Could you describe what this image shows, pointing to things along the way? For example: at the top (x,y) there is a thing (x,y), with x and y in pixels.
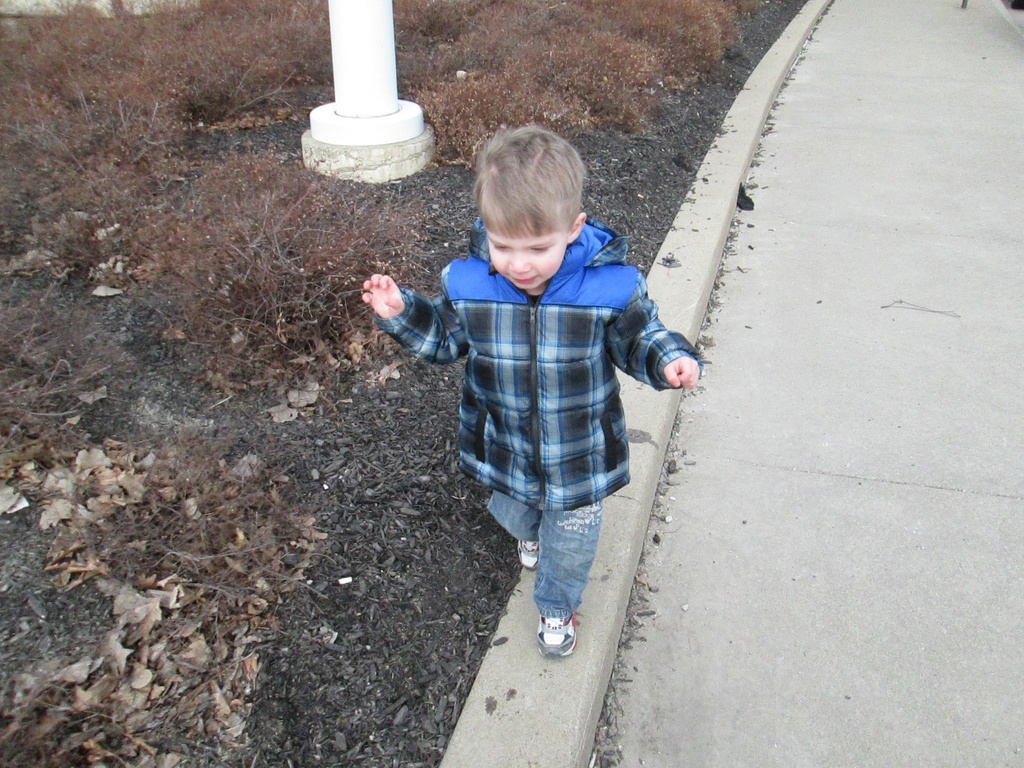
In this picture i can see a boy (548,210) is standing beside a road (888,260). The boy (513,425) is wearing shoes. In the background (502,74) i can see white color pole (373,129) and grass (402,31).
